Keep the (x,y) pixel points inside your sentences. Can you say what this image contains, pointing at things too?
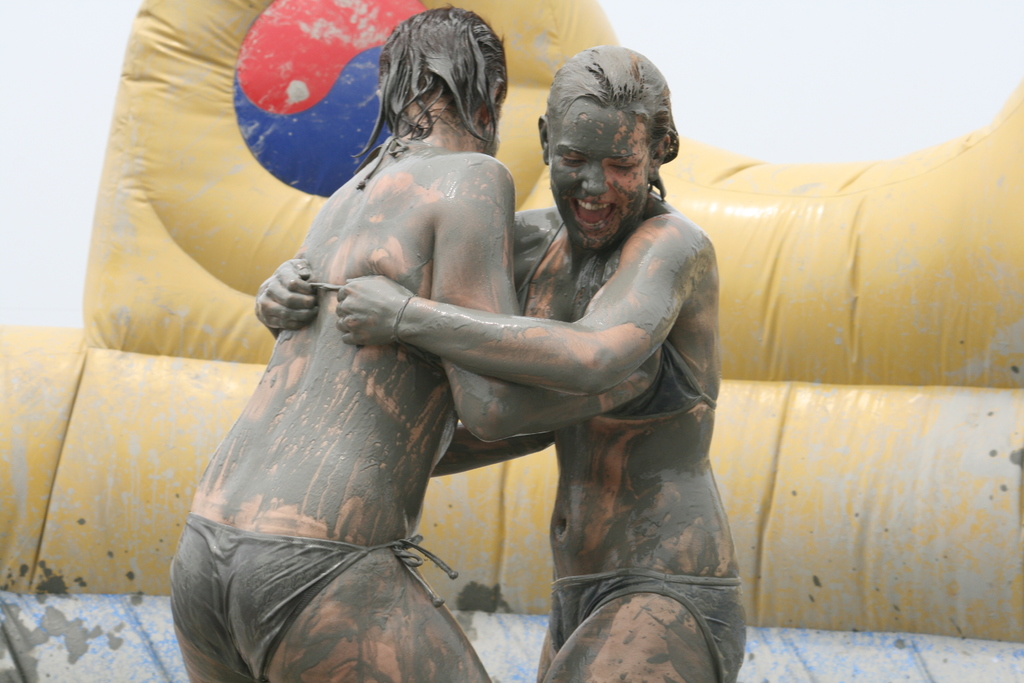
In the picture I can see two persons (429,408) are standing here and I can see the mud (455,427) on their bodies (422,490). In the background (777,645), I can see an inflatable object (47,412) which is in yellow color.
